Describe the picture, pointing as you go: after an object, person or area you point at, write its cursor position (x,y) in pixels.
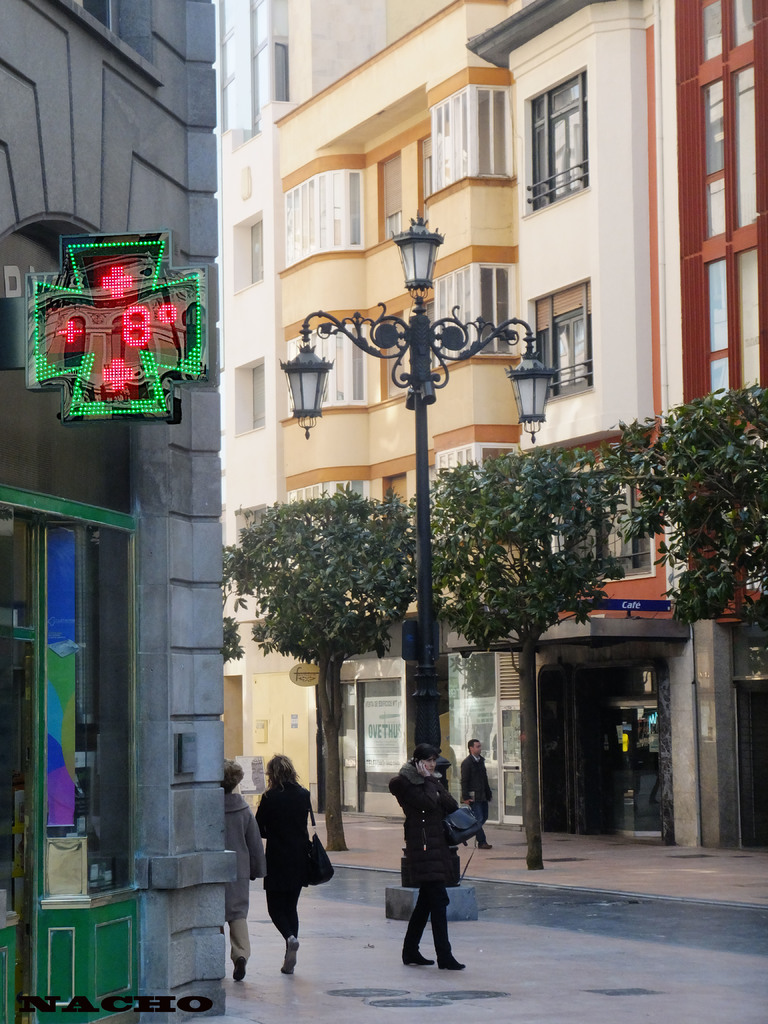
In this image I see few buildings (571,60) and I see the shops (17,573) and I see a board (144,280) over here which is in green and red in color and I see that it is digital and I see few people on the path (259,996) and I see a street light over here and I see the trees (370,562).
